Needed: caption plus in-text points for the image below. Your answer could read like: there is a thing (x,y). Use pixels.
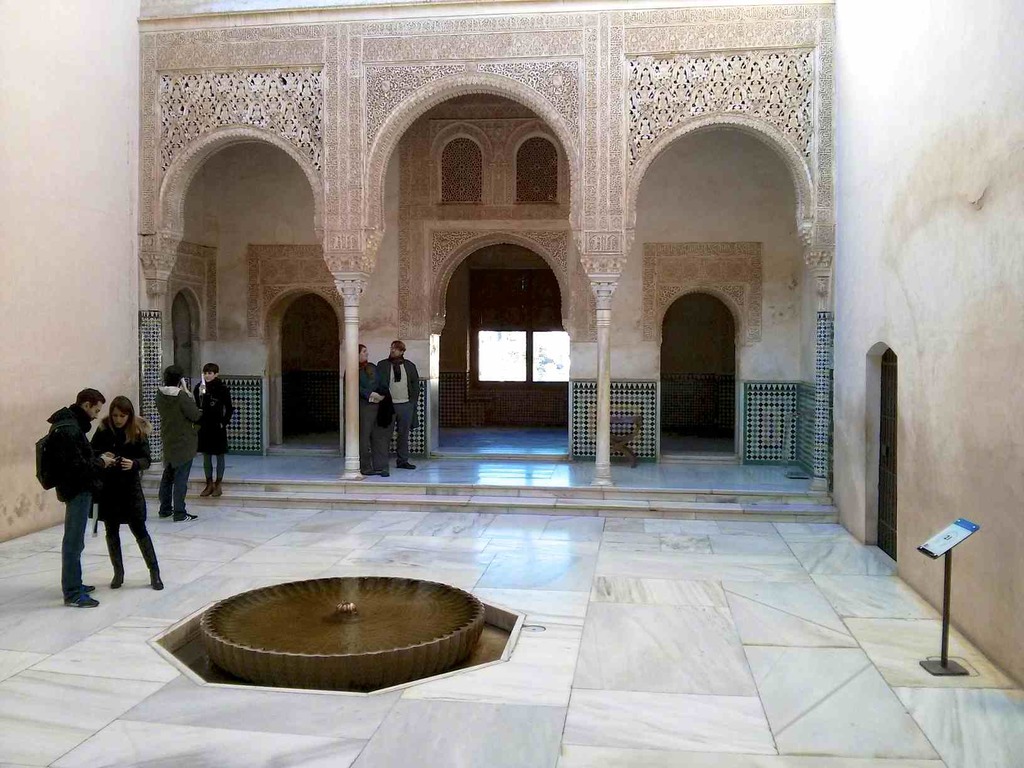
In the foreground of this image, there is a stand (962,521) on the right (961,663). A bowl like pot (374,668) with water (451,605) in the middle of the floor (258,516). On the left (164,449), there are four people (189,457) standing where a man (73,486) is wearing a backpack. There are walls (60,115) on either side of the image. Few arches (618,198) and two people (400,350) are standing in the background (398,447).
